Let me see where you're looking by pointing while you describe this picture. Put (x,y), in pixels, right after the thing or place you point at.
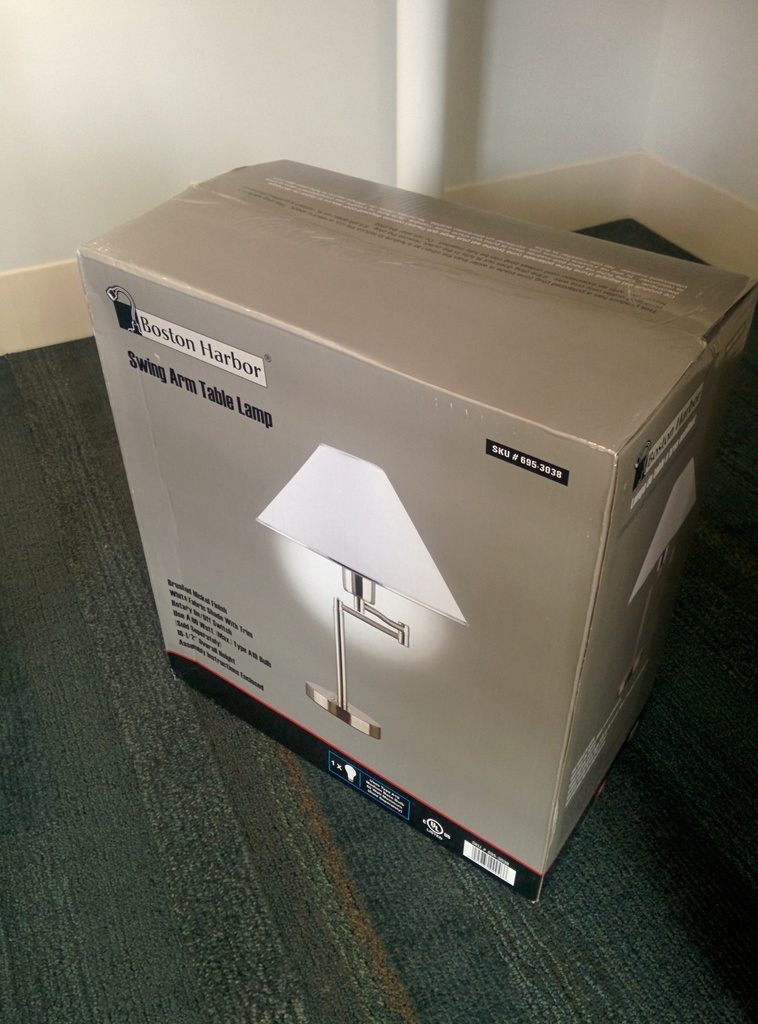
In the center of the image (345,451), we can see a cardboard box (252,479) on the floor (281,874) and in the background (323,69), there is a pipe (406,79) and a wall (634,80).
